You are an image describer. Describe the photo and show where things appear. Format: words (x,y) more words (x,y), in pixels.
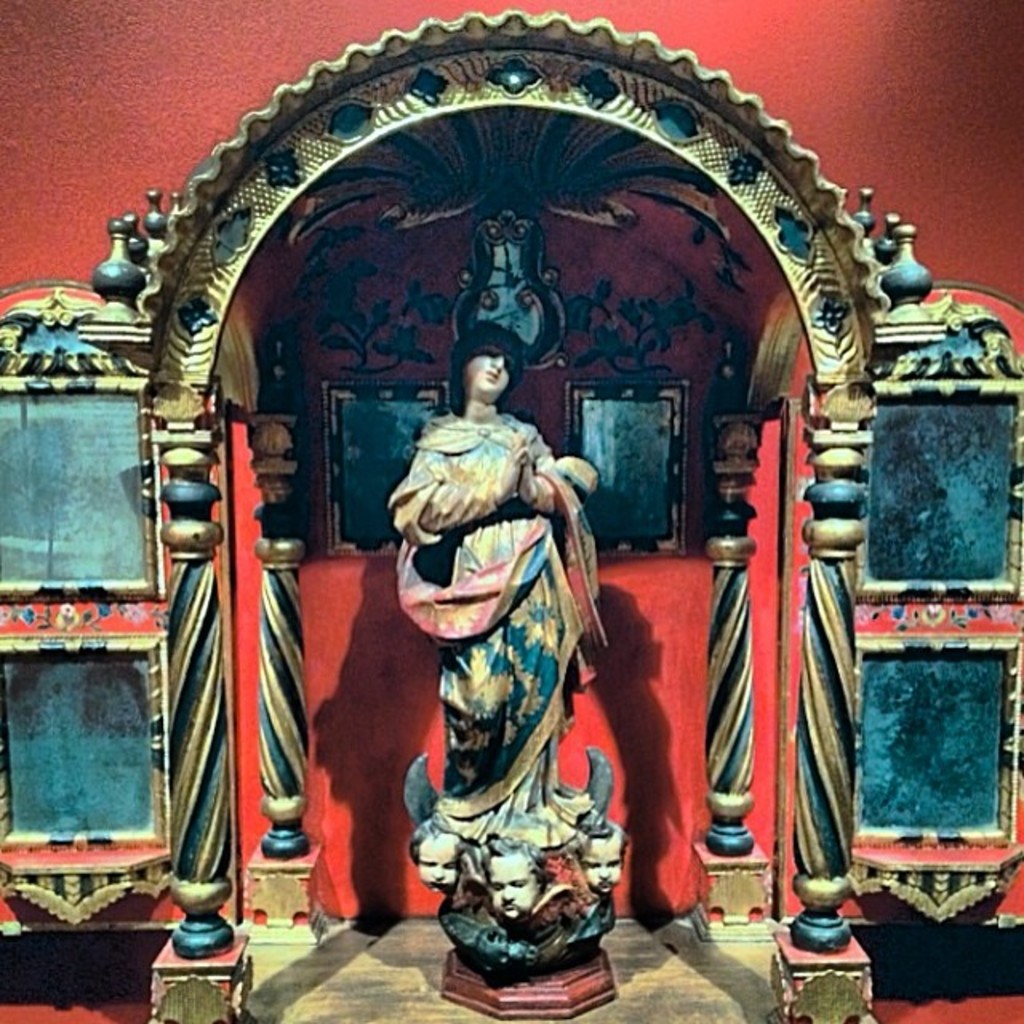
In this image I can see a statue (460,674) and the statue (530,805) is in multi color, background (1011,222) I can see an arch (213,291) which is in cream and blue color and the wall (855,108) is in red color.
